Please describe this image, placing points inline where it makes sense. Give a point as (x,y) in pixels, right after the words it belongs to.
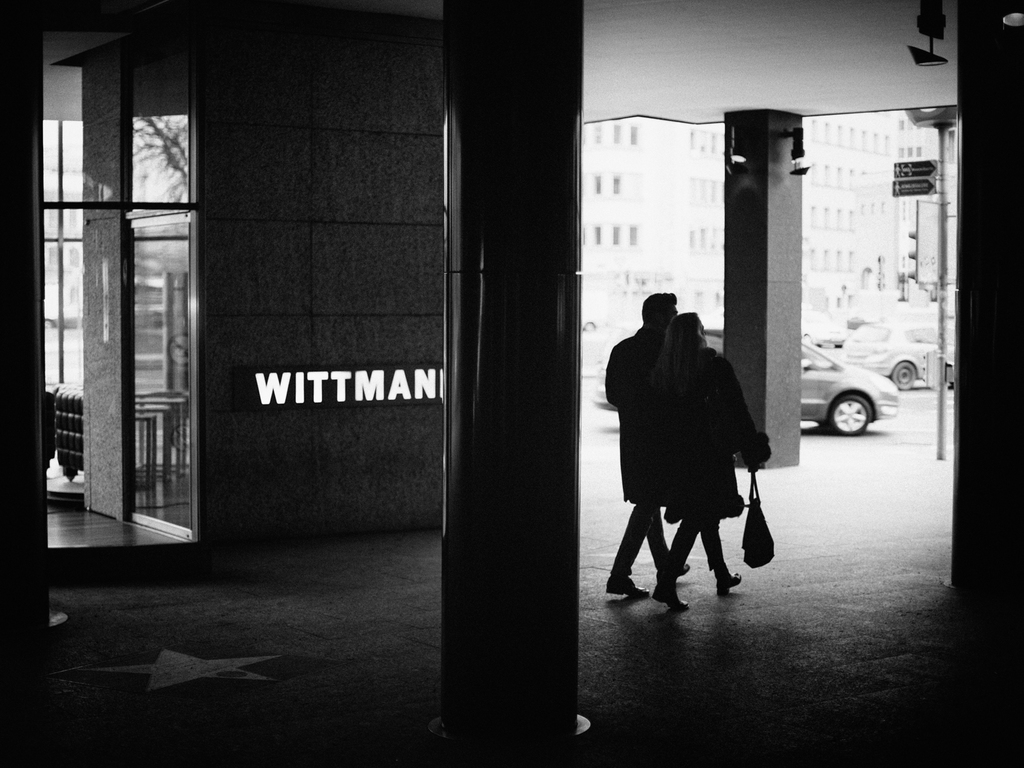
In this image we can see a man (655,321) and a woman (678,483) walking on the floor (637,612), woman (739,501) is holding a handbag (754,522), there are few pillars (729,296), there are cars (844,337) and a building (885,193) in the background (911,180) and a pole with a sign board (928,188), there are objects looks like lights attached to the pillar (775,159) and some text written on the wall (273,236).
